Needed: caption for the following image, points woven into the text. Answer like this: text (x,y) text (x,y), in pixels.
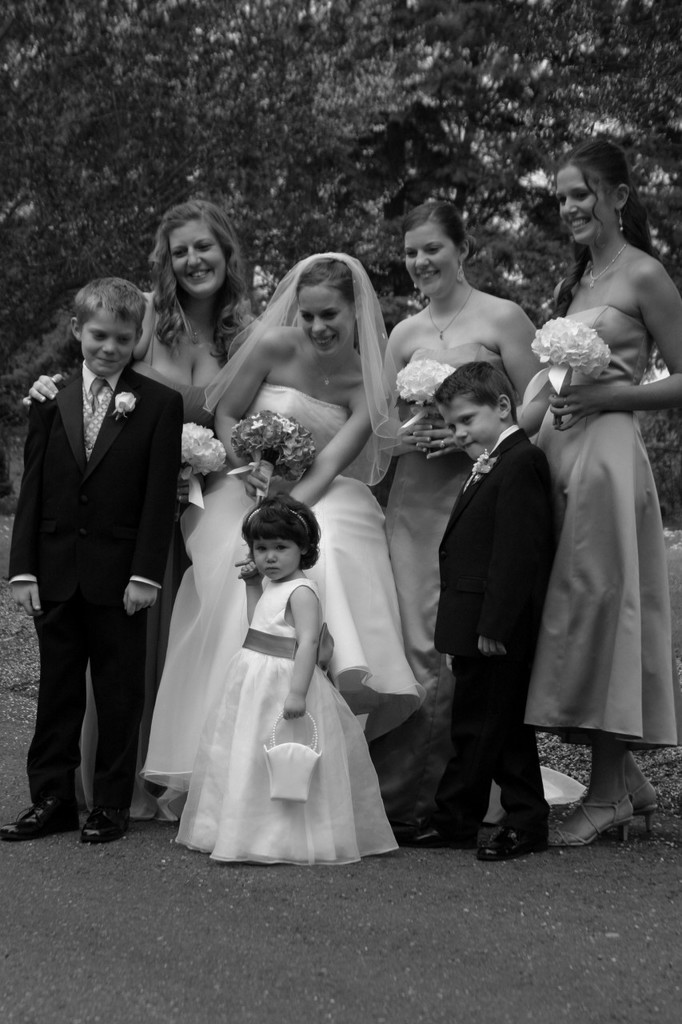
It is a black and white image. In this image, we can see few women (279,371) and kids (474,683) are standing on the walkway (380,961). Few are holding flower bouquets (299,466). Here a girl (335,705) is holding an object (282,766). In this image, we can see few people (312,426) are smiling. Background (24,236) we can see trees (216,183).
